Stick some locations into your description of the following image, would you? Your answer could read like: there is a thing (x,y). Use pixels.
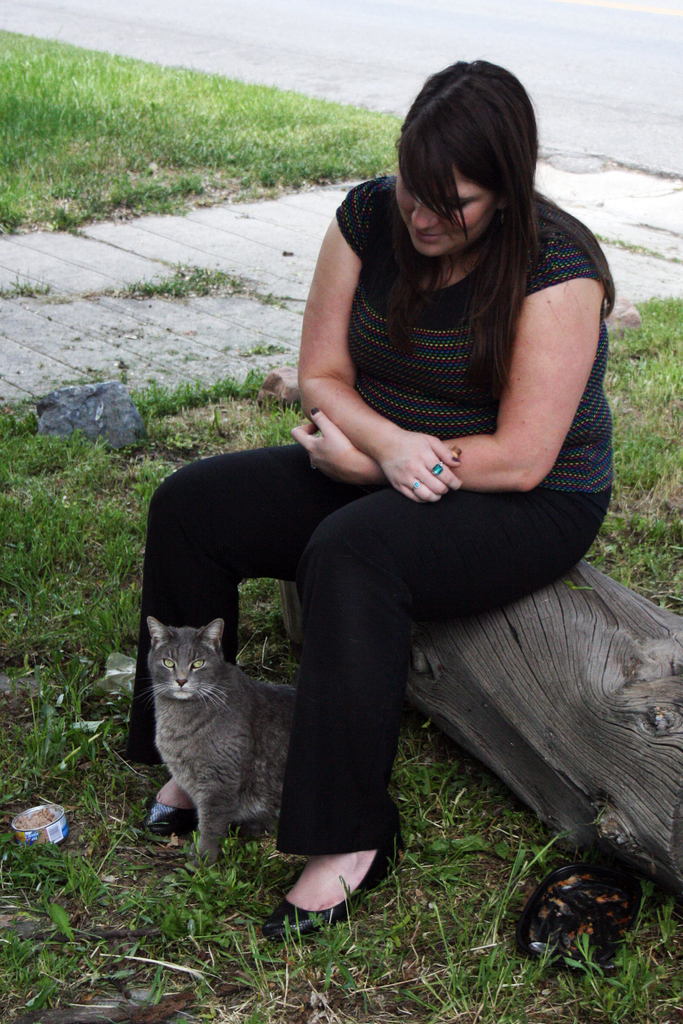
In the image there is a lady (301,680) sitting on the wooden log (511,659). In front of her there is a cat (224,749) and also there is grass (141,876) on the ground (126,866). At the top of the image (371,86) there is a road (523,60) and also there is a path (276,257).
